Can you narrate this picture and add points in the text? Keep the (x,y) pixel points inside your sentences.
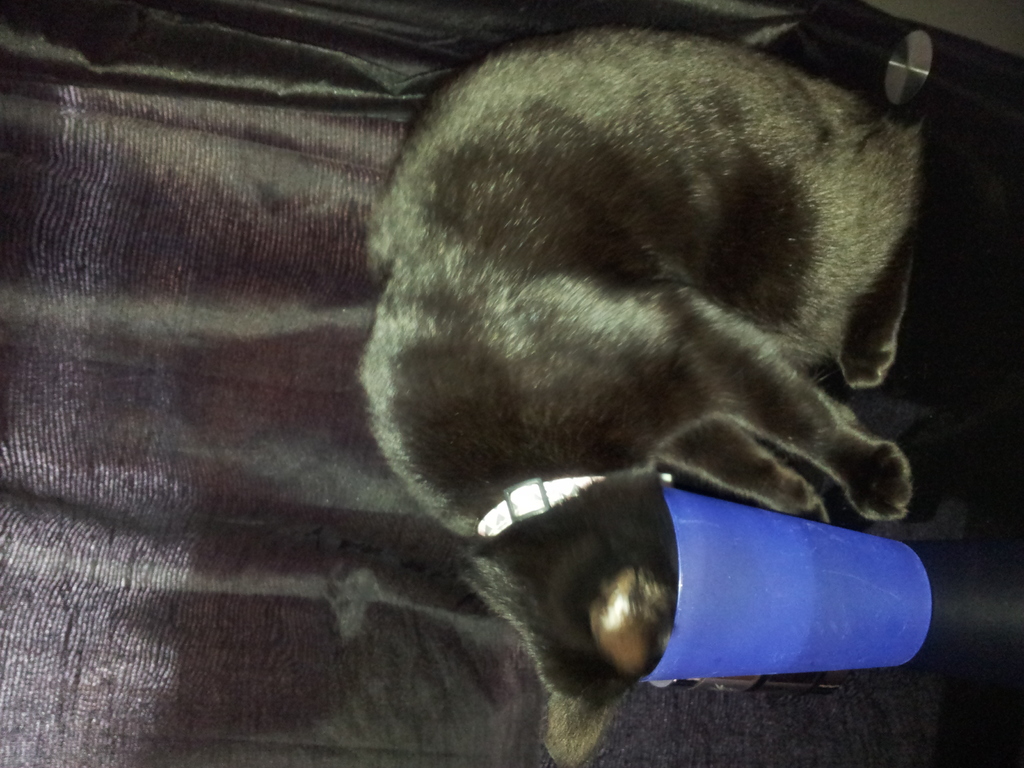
In this image we can see an animal (815,275), glass (809,607) and an object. The background of the image (151,106) is black.
